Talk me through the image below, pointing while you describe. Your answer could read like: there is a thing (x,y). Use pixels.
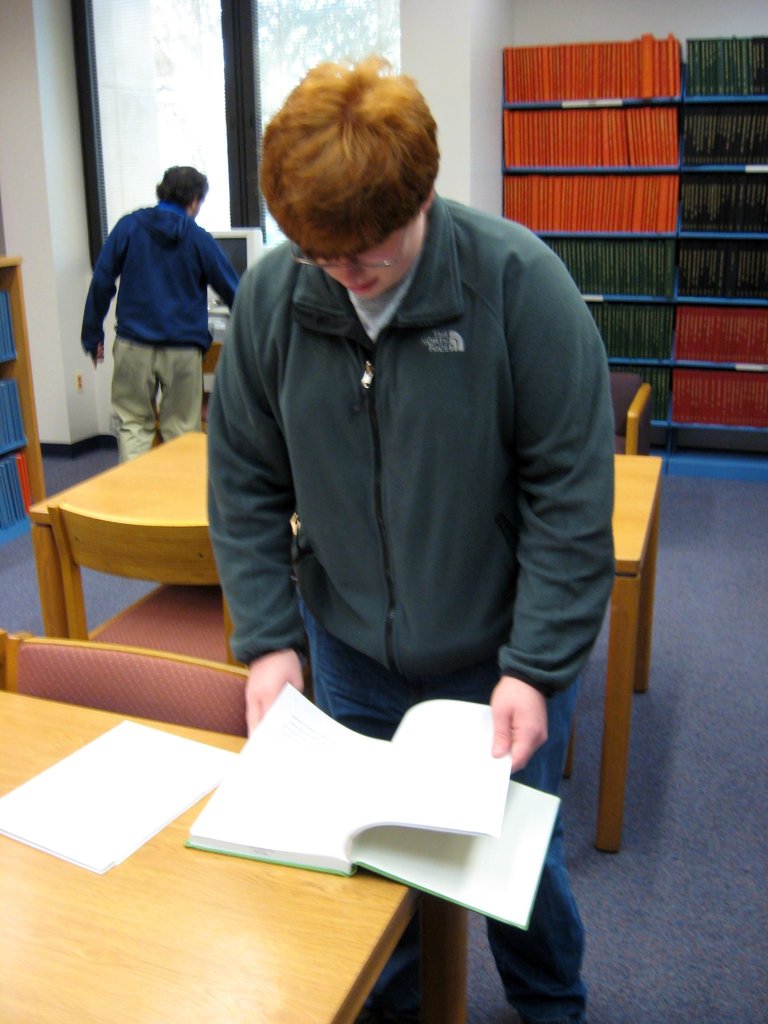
There is a man (387,388) with green jacket (468,458) is standing and seeing the book (268,784) which is on the table (230,886). Behind him there are many books (623,187). And to the left side (9,257) there is a cupboard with books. To the left there is a man (209,266) with blue jacket (136,262) is standing and in front of him there is a monitor (243,237).
